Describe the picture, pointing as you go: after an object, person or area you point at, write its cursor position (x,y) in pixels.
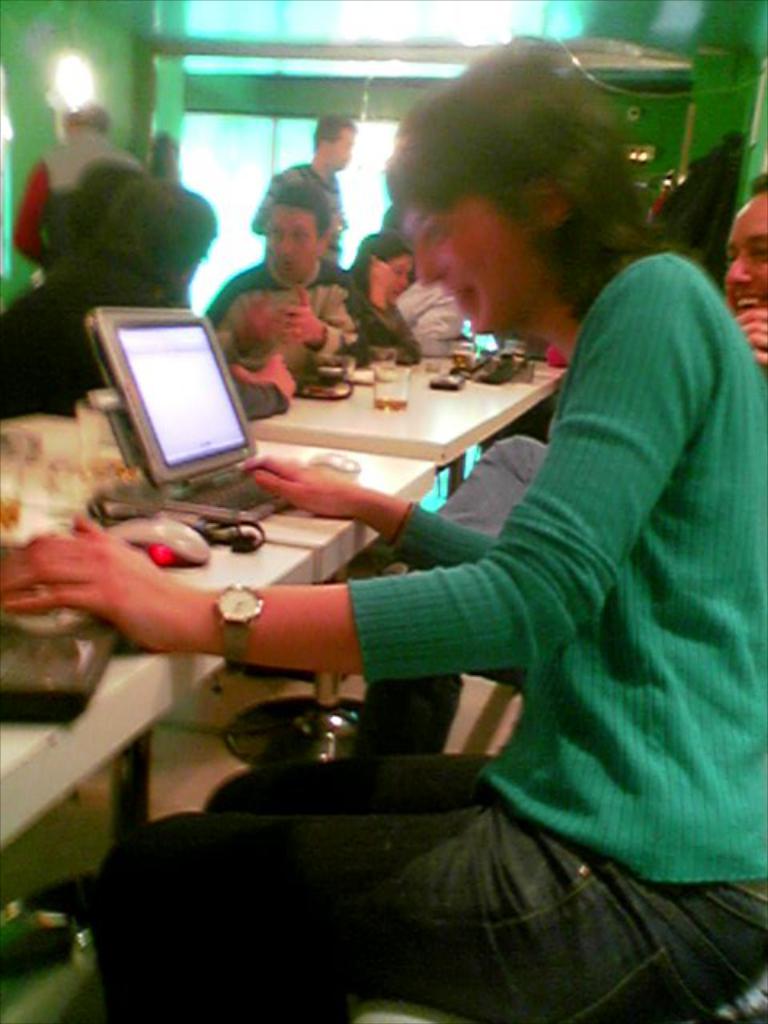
In this image there is a girl (533,952) who is sitting on the chair (422,1006) and looking at the tab (185,354) which is in front of her. In the background (297,302) there are people (305,219) who are sitting around the table (456,413) and talking with each other. To the left side (65,74) top corner there's a light (68,83). On the table (359,392) there are glasses (387,381), mouse (155,545).
